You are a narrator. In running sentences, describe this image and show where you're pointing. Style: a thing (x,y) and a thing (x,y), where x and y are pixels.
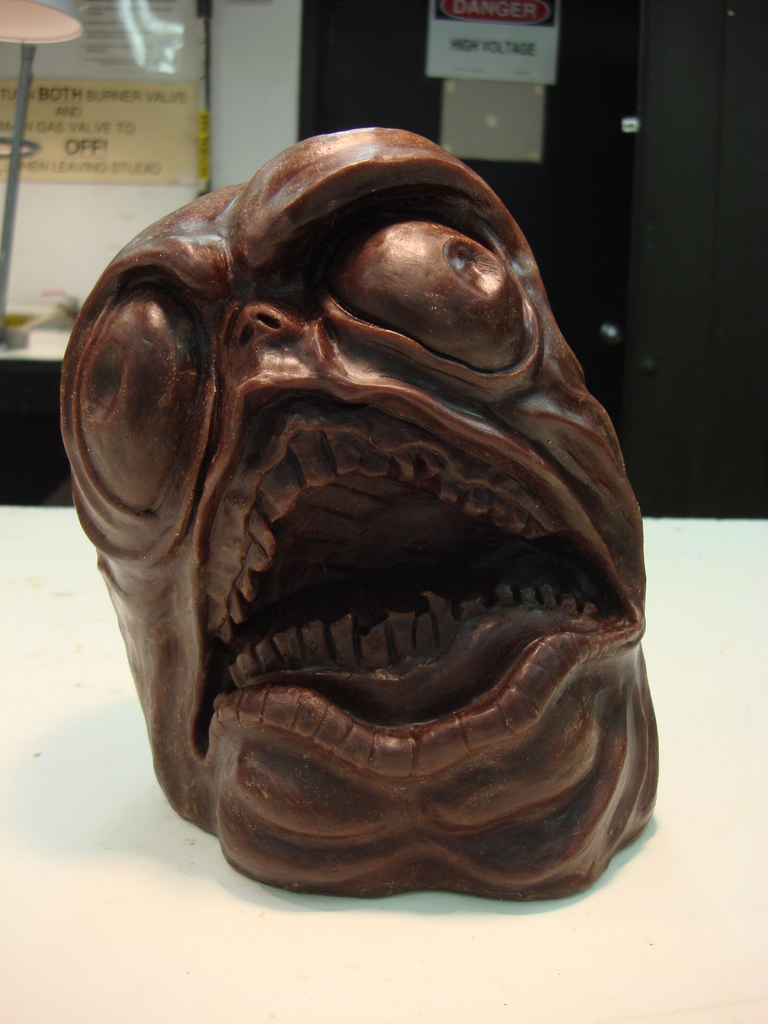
In this image we can see a sculpture (474,517) on the table (692,602). There are few posters (456,50) in the image. We can see some text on the posters (69,122).
